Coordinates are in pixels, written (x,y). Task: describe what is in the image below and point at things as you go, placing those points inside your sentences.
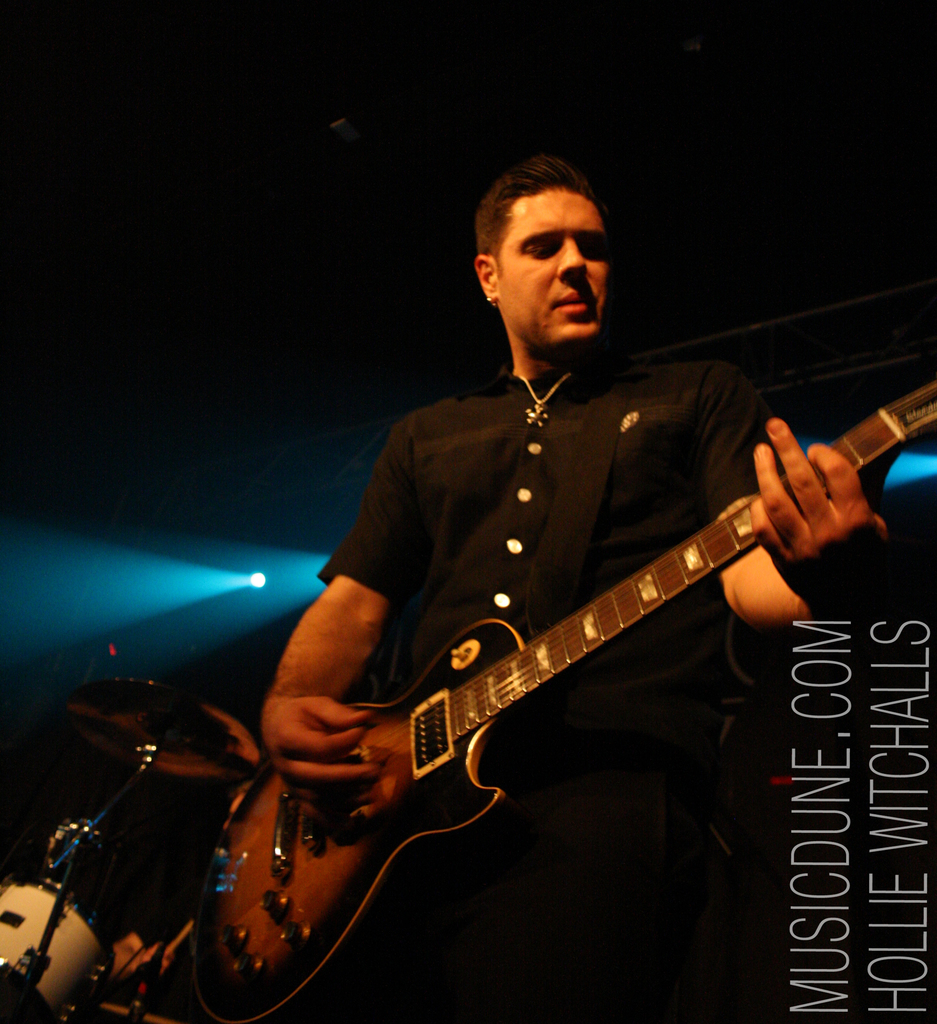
In this picture we can see a man (516,280) standing and holding a guitar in his hands (799,525), and at back (165,756) here are the drums (174,747), and here is the light (231,579).
